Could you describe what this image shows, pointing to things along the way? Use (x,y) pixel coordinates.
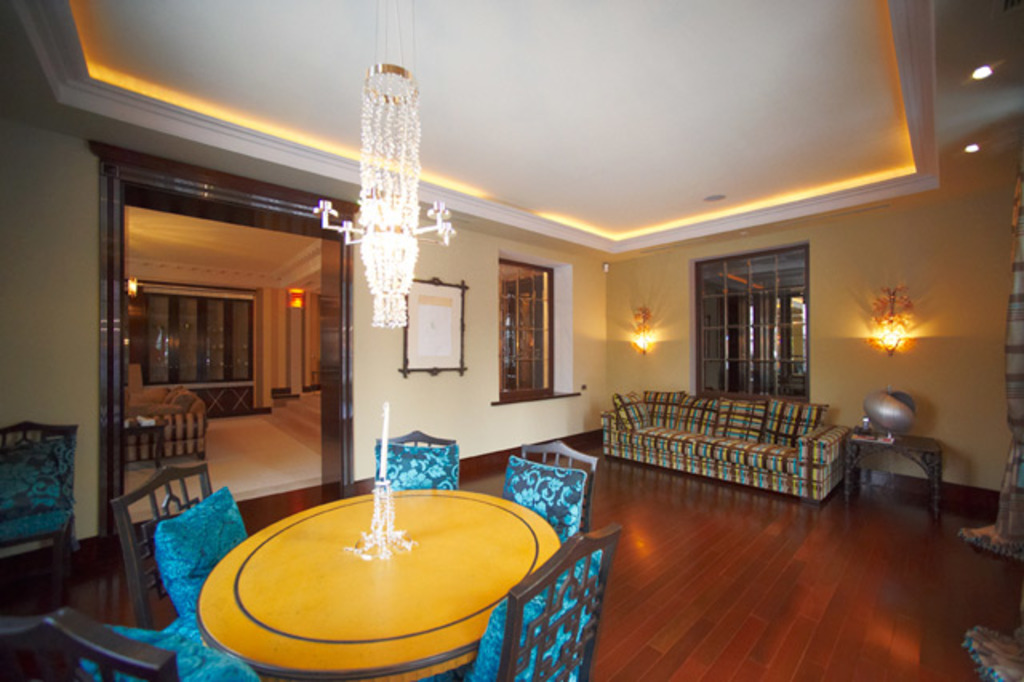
Bottom left side of the image (299,662) there is a table (451,539) surrounding the table (443,491) there are some chairs (517,465). Bottom right side of the image (808,463) there is a couch (762,477) beside the couch (817,465) there is a table (893,448), On the table (927,446) there are some products (902,399). Top right side of the image (981,194) there is a wall (911,217) and there is a glass window (792,284) and there are some lights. At the top of the image (444,155) there is a roof (815,15) and lights (367,177).
